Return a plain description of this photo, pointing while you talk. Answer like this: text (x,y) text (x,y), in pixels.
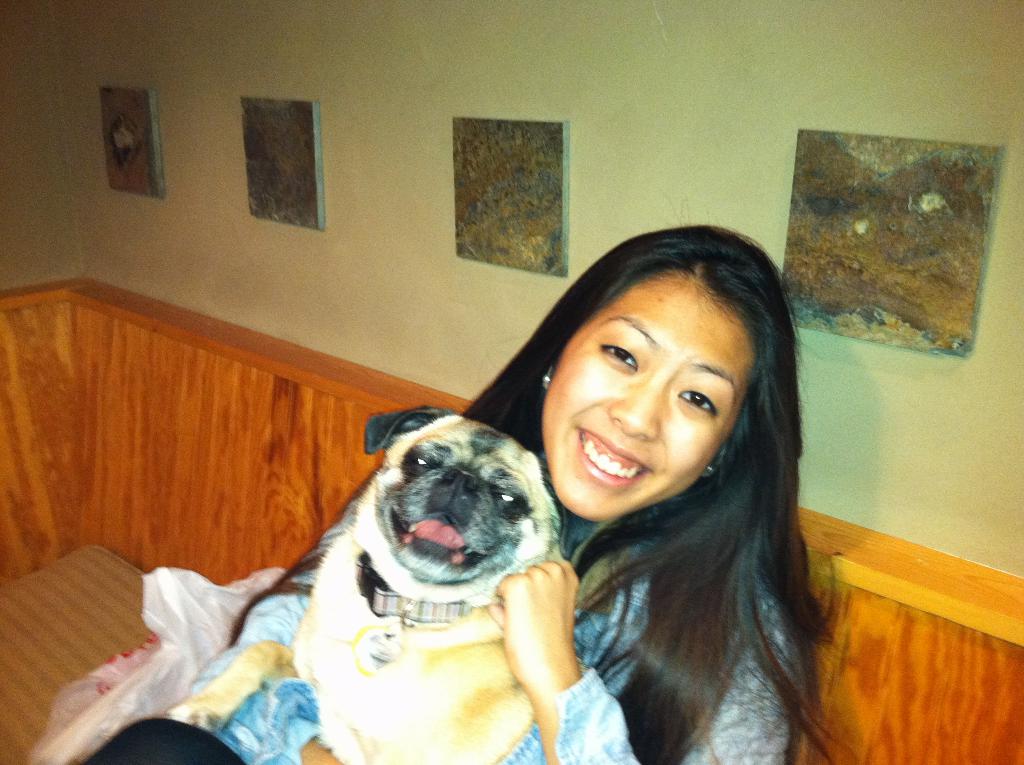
In the image we can see there is a woman (571,691) who is holding a pug dog (429,437) in her lap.
